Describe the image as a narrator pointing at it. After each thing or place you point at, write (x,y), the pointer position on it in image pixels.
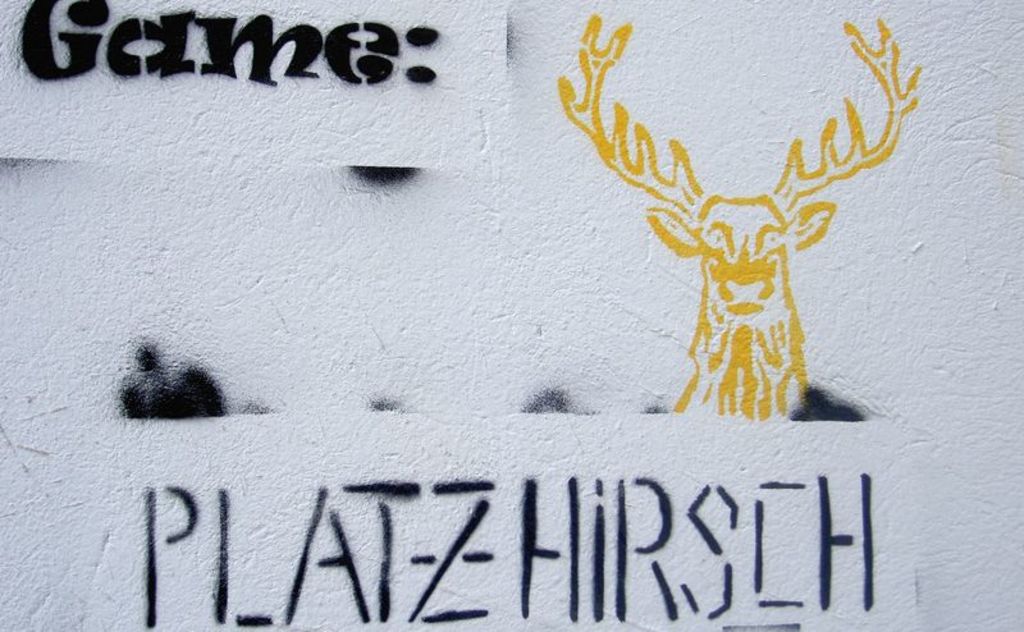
In this picture there is an object (123,320) which seems to be the wall (528,268) containing the text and the depiction (791,236) of an animal (765,273) which seems to be the deer (780,308).
